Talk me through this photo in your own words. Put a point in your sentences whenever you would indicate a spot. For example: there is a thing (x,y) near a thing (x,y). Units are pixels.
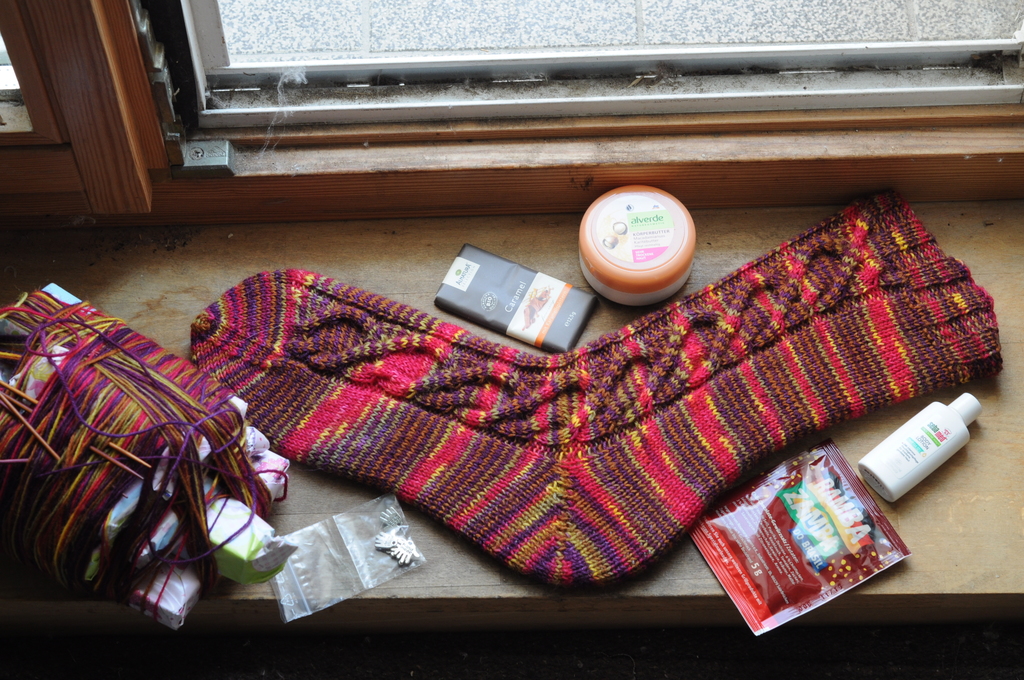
In this image I can see red colour sock (622,393), a box (586,256), a black colour thing (534,297), a white bottle (928,421), few plastic covers (367,588) and I can see an object (178,545) over here. I can also see something is written at few places.
